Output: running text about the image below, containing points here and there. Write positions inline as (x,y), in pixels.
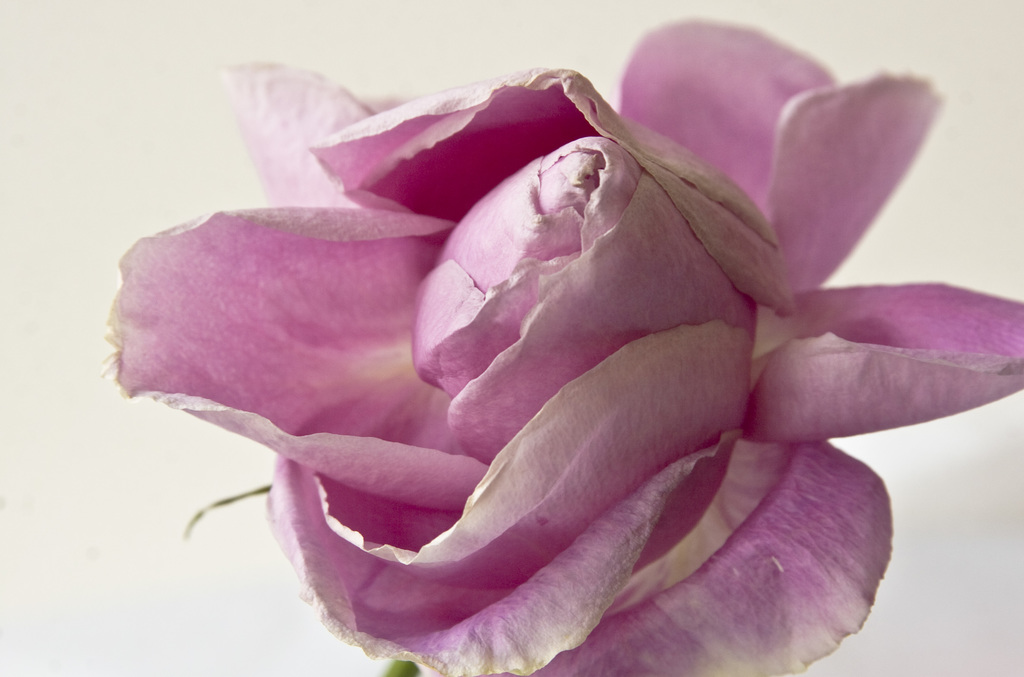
In this picture I can see there is a flower (549,415) and there are many petals (553,419) to it and it is placed on a white surface (359,668).
